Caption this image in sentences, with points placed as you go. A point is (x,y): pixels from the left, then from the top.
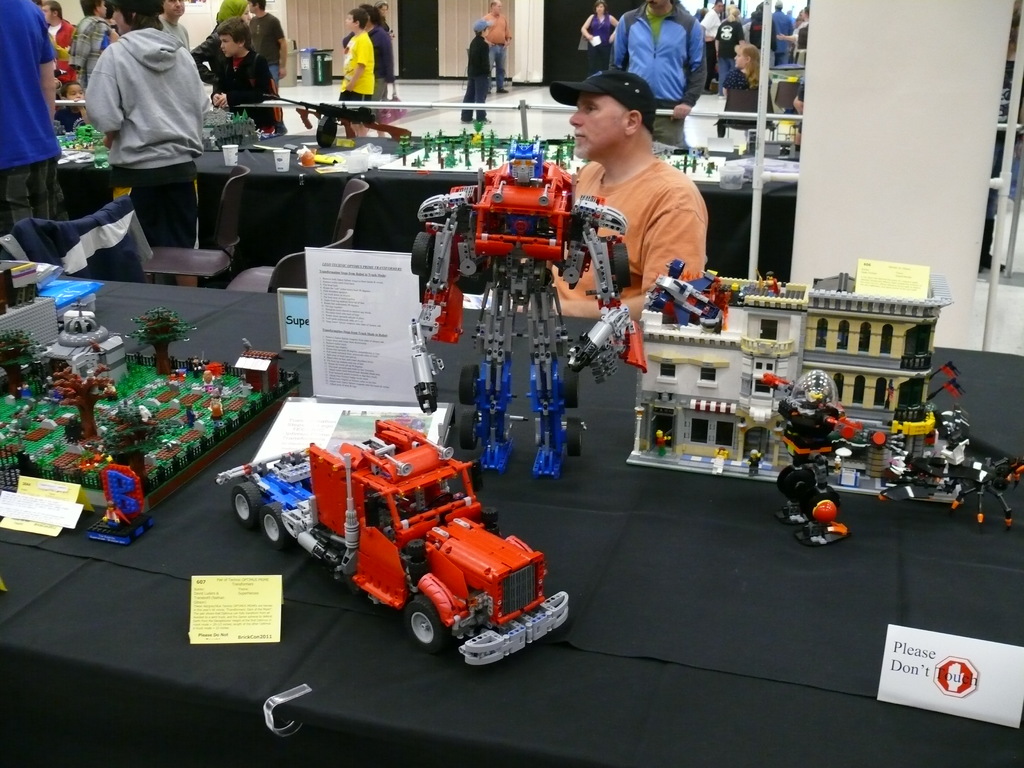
In this image there are tables (224,516) and chairs (215,269). On the tables (618,481) there are toys (110,412) and boards (324,391). There is text (374,360) on the boards (370,352). In between the tables (379,185) there is a person (645,211) sitting on a chair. At the top (211,50) there are many people (349,59) standing. In the background (521,14) there is a wall (295,27). There are dustbins (327,50) near to the wall (341,48).
